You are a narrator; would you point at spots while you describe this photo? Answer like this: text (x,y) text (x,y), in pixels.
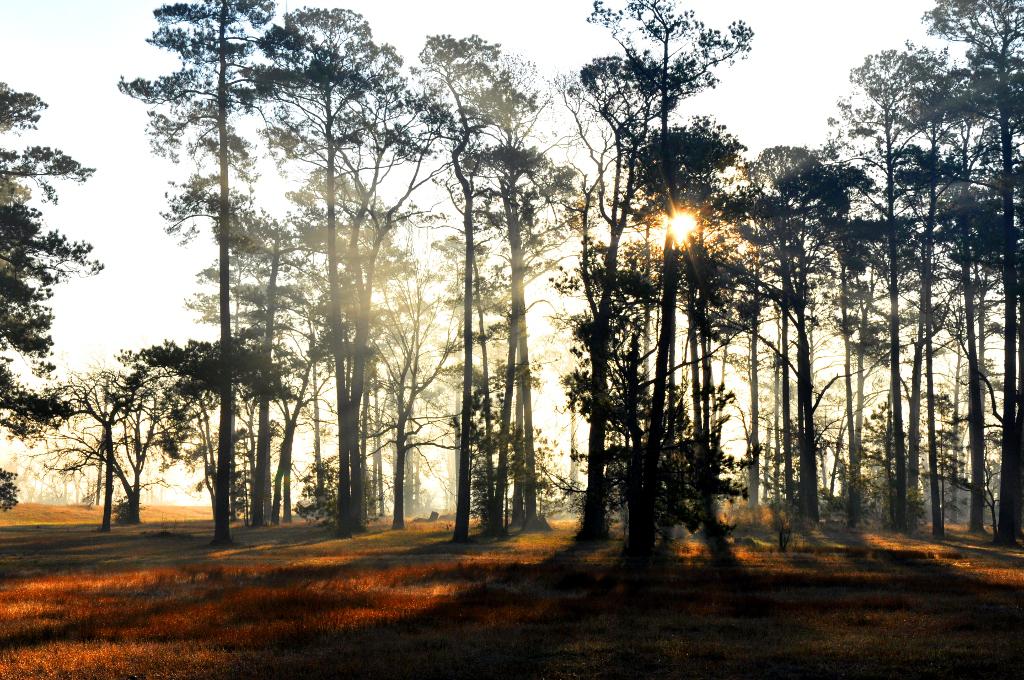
In this image we can see trees (620,456), grass (723,557), sun (680,228) and sky (631,239).
